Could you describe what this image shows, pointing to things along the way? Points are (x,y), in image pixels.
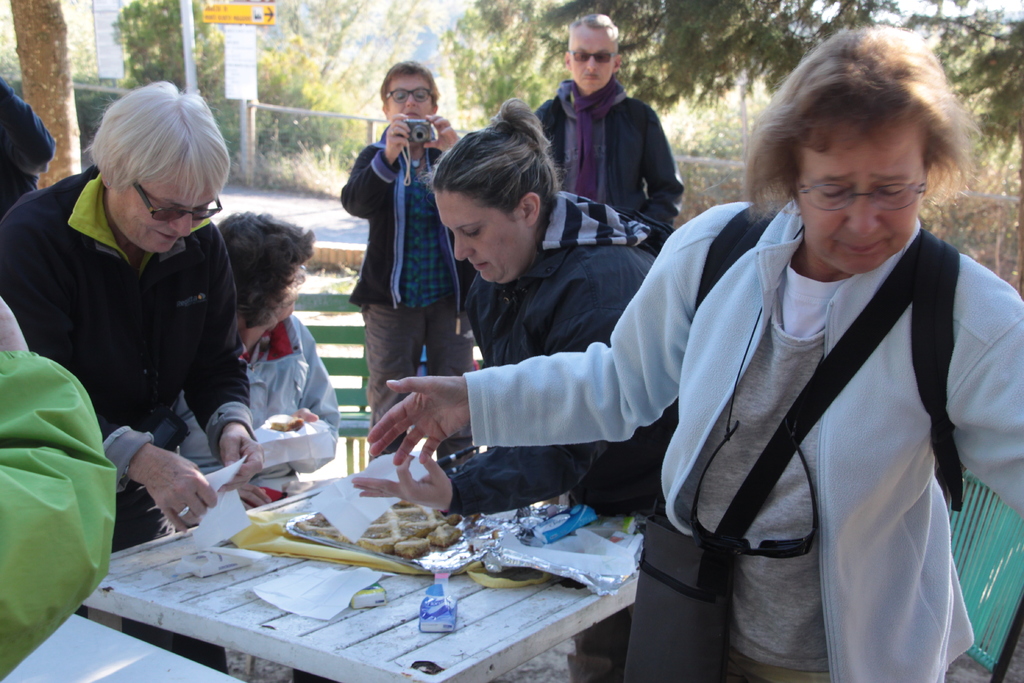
In this image I can see some people (481,296). I can also some objects (385,566) on the table (327,564). In the background (534,97), I can see the trees (474,41).
